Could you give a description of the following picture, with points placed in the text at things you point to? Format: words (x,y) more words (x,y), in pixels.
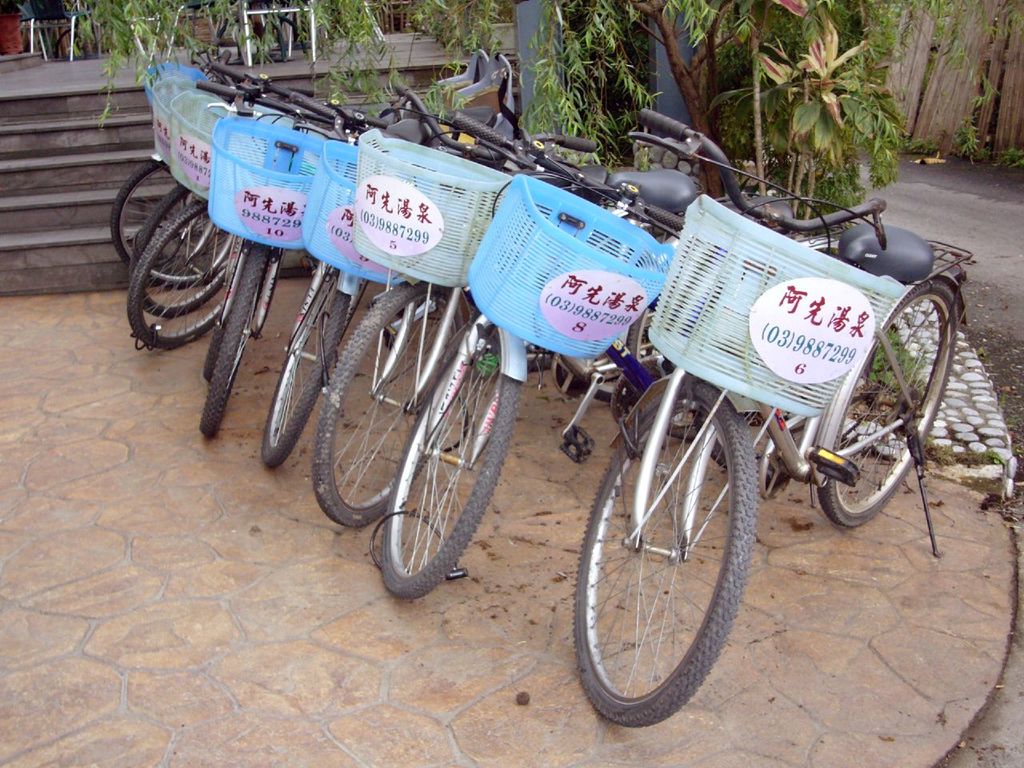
In this picture I can see few bicycles (427,200) and I can see text (390,246) on the baskets (778,390). I can see trees (566,100), few chairs (276,29) and looks like a wooden fence (922,87) on the right side (1020,97).
